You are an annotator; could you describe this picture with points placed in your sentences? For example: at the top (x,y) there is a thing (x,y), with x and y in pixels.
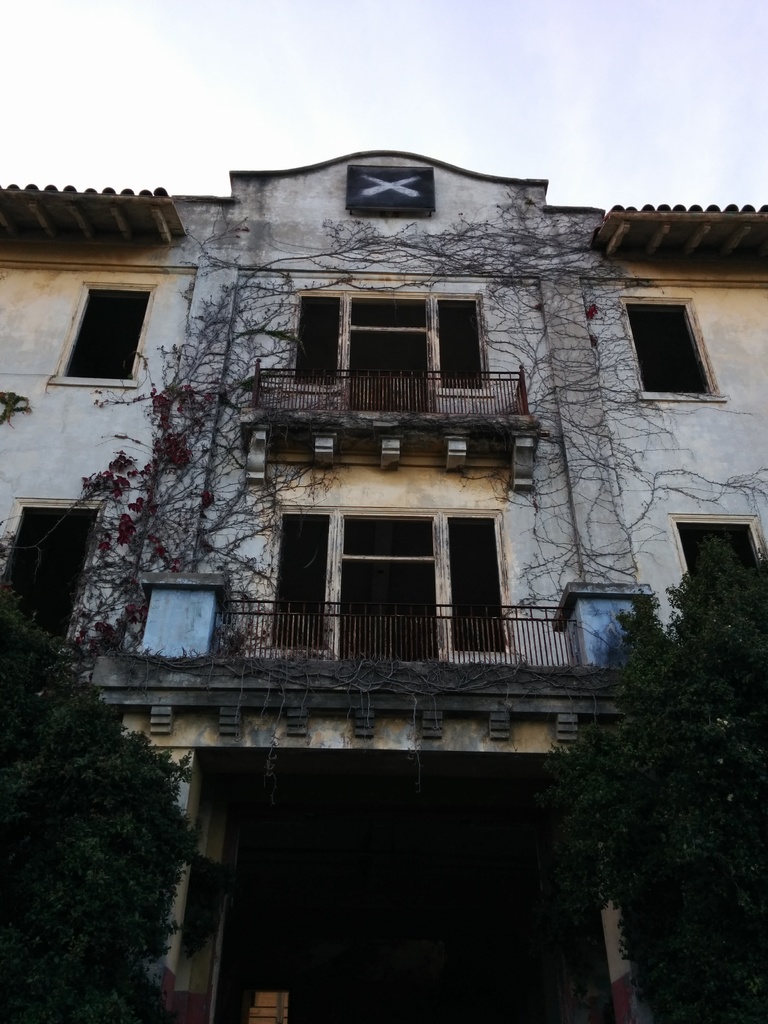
In this image we can see a building (239,284), creepers (484,263), iron grills (297,638), trees (665,906), shed (37,226) and sky (192,117).
